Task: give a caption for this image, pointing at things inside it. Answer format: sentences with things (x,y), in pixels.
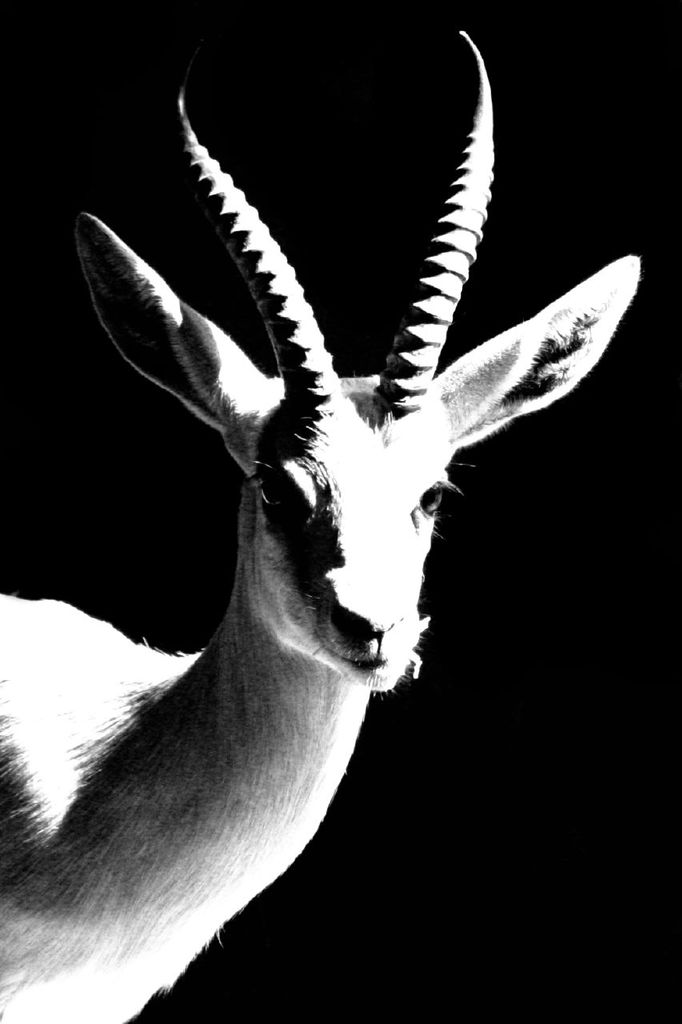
In this image we can see one animal (380,455) and there is a black background (581,91).
